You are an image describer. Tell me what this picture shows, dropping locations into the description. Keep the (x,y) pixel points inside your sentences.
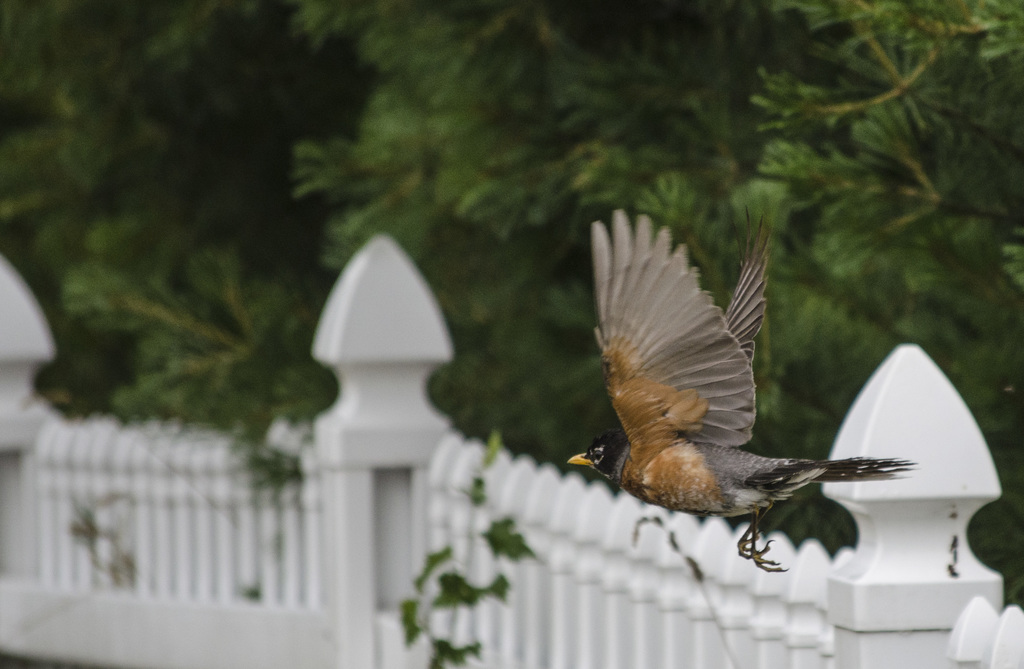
In this image there is a bird (589,448) flying in the air (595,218), and in the background (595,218) there is a kind of fence (960,443), trees (569,368).
